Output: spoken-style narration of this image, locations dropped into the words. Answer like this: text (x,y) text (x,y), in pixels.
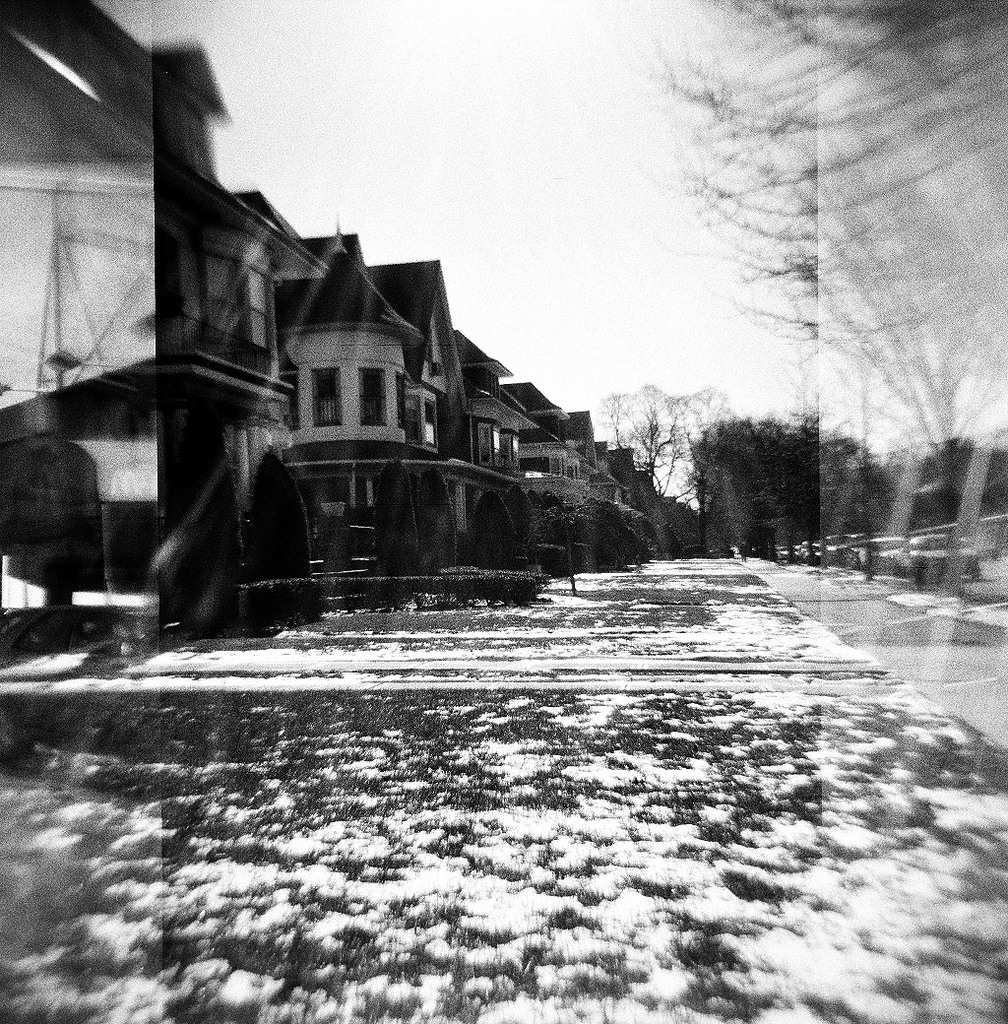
In this image I can see the black and white picture in which I can see some grass (261,719) on the ground (328,850), some snow (792,768), few trees (848,521), the road (990,639), few vehicles (919,568) on the road (997,656) and few buildings (341,447). In the background (428,174) I can see the sky (600,229).
